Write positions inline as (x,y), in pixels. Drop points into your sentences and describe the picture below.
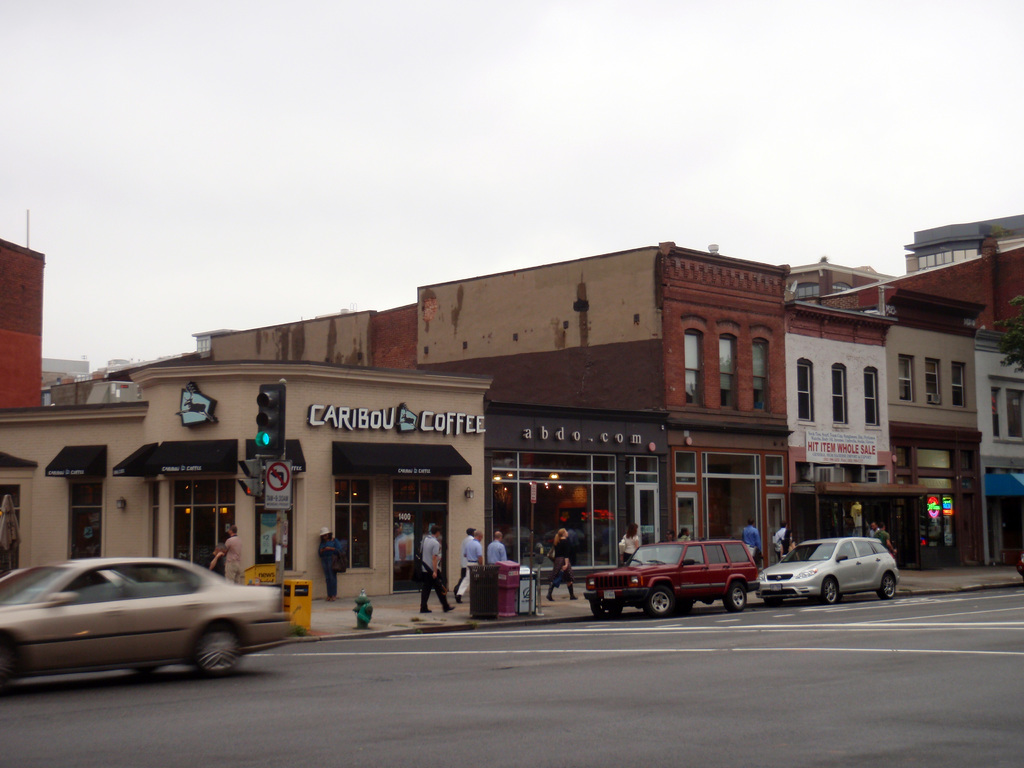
In this image I can see few vehicles (145,562) on the road (874,690), background (467,547) I can see few persons (636,529) walking on the pathway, left I can see building (439,454) in brown color, I can also see traffic signal (284,381). The sky (433,102) is in white color.
